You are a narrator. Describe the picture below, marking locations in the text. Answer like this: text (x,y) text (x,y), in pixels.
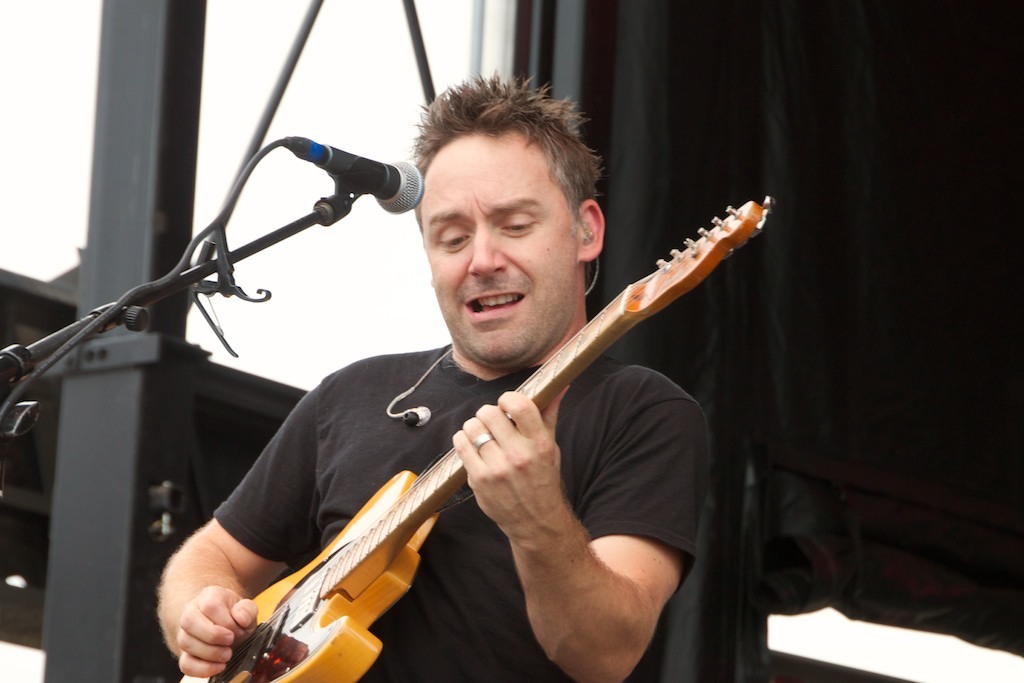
The image is outside of the room. In the image there is a man (623,491) holding a guitar (373,599) and playing it in front of a microphone (366,178). In background (804,89) we can see black color curtain (858,198).
